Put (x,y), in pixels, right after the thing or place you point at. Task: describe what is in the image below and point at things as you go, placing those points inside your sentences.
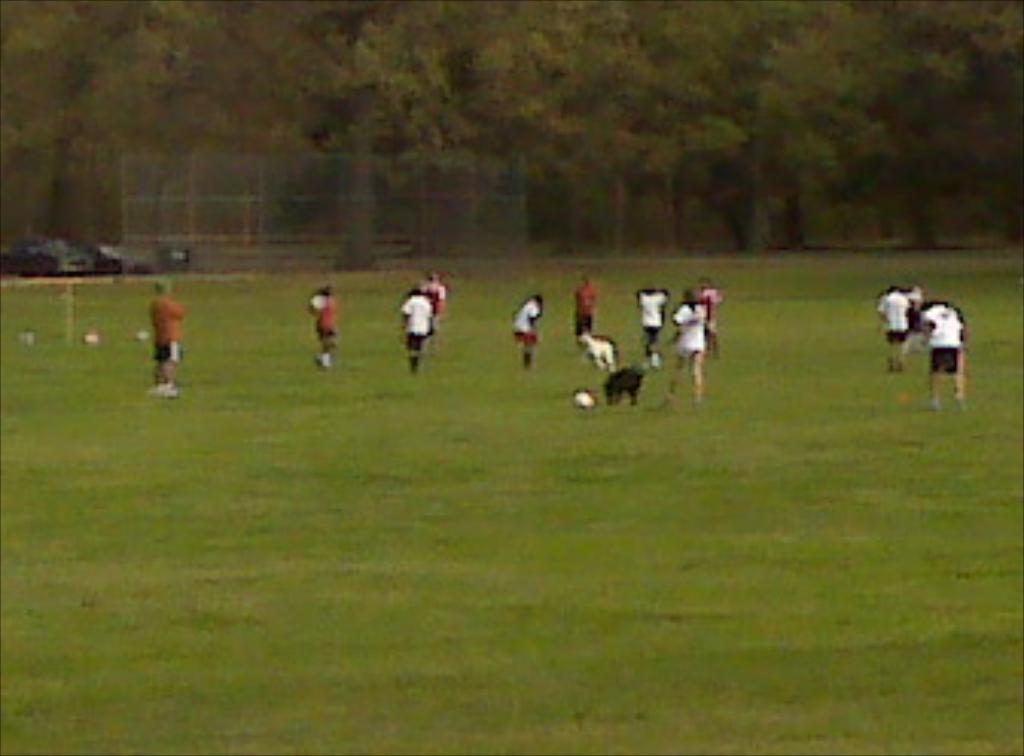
In this image I can see an open grass ground (496,347) and on it I can see number of people (659,340) are standing. I can also see a ball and two dogs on the ground (624,354). In the background (178,8) I can see number of trees (370,137) and I can also see this image is little bit blurry.
